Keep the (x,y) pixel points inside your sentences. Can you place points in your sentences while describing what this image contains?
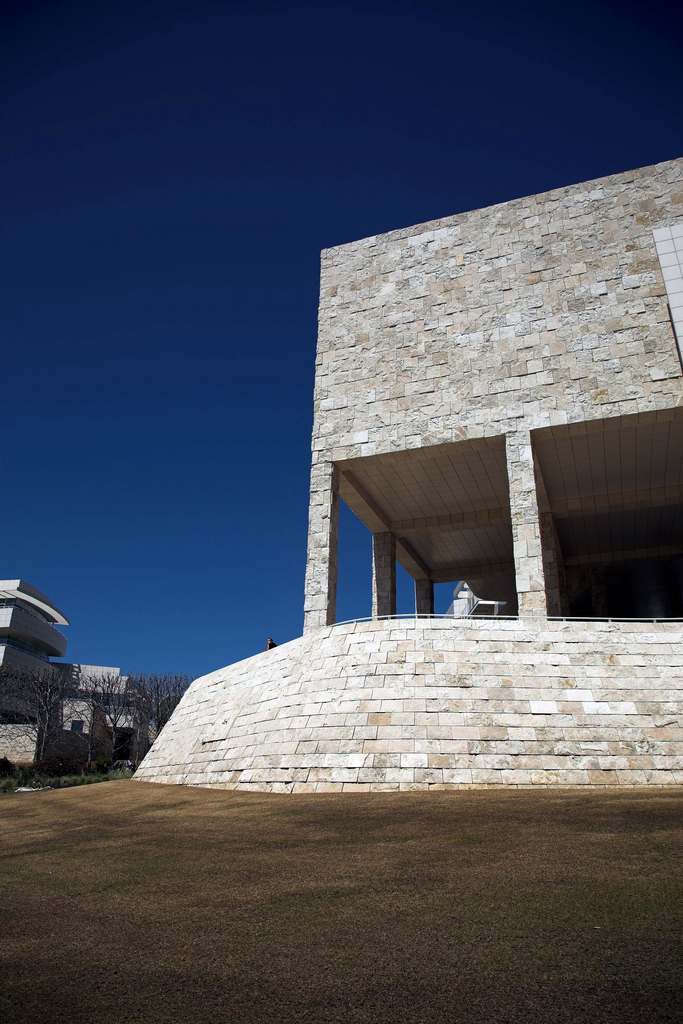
In this image there is a building (519,359), in building (324,680) there is a person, table (481,601), at the top (237,237) there is the sky (48,389), on the left side (37,604) there are buildings (15,639) and trees (12,671) visible.
